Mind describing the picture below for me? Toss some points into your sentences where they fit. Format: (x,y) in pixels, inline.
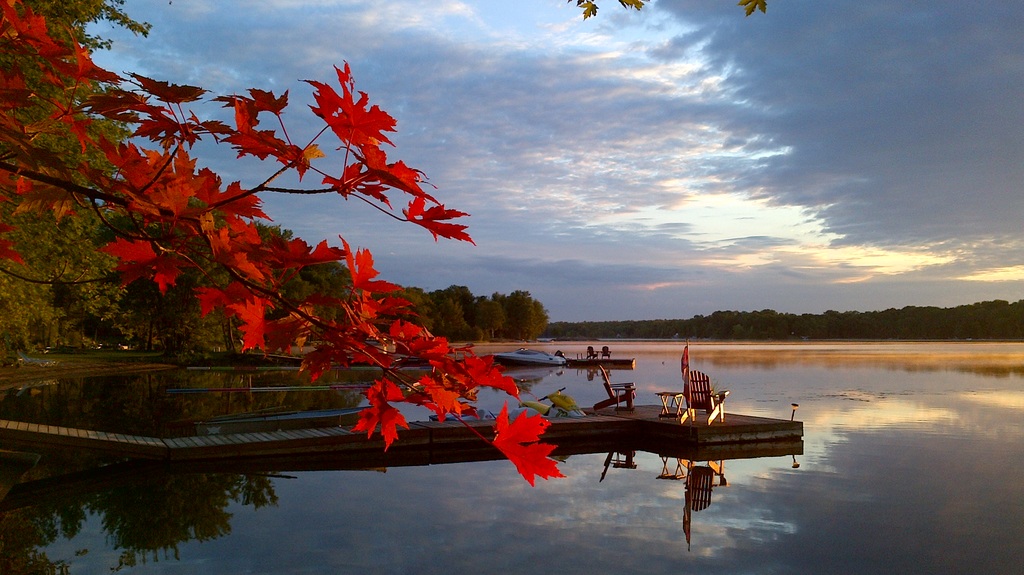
To the left side of the image (64,119) there is a stem (188,221) with red leaves (230,221). And to the bottom of the image (133,475) there is water (422,490). And in the middle of the water (154,424) there is a path (696,418) with chairs (695,403) and tables (677,393) on it. In the background (487,329) there are trees (470,319). And to the top of the image (573,104) there is a sky (725,103).
